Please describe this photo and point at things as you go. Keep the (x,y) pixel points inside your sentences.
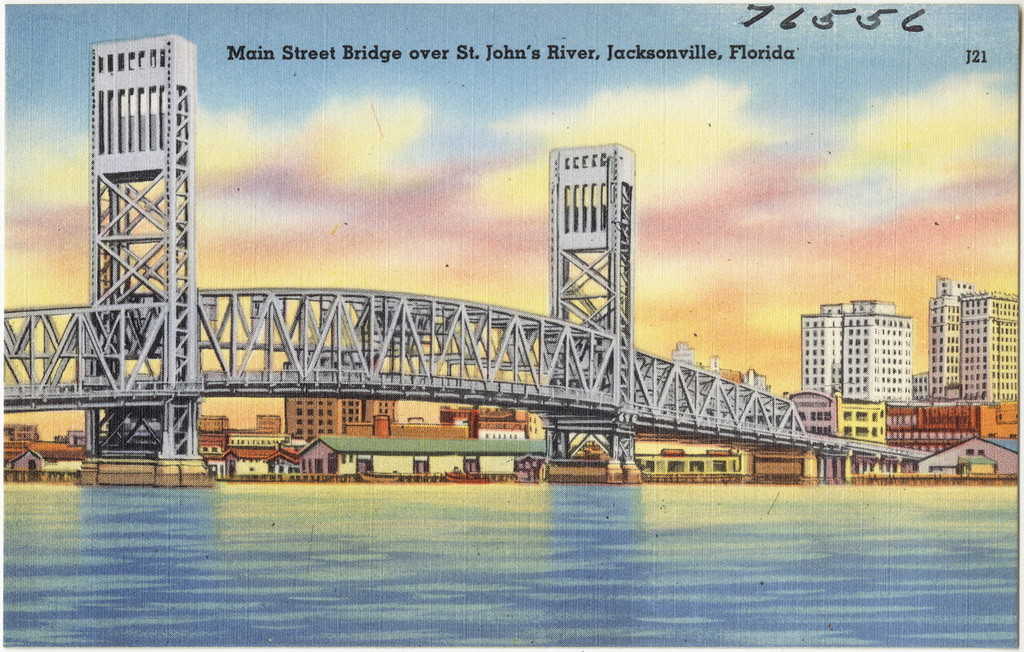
This is a poster (644,415). In this poster (594,358), we can see the bridge (100,381), buildings (957,416), houses (990,439) and pillars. We can see the water (707,560) at the bottom of the image (695,568). The background of the image (1004,264) is the sky (543,277). At the top of the image (511,55), we can see the text (376,54) and numbers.
